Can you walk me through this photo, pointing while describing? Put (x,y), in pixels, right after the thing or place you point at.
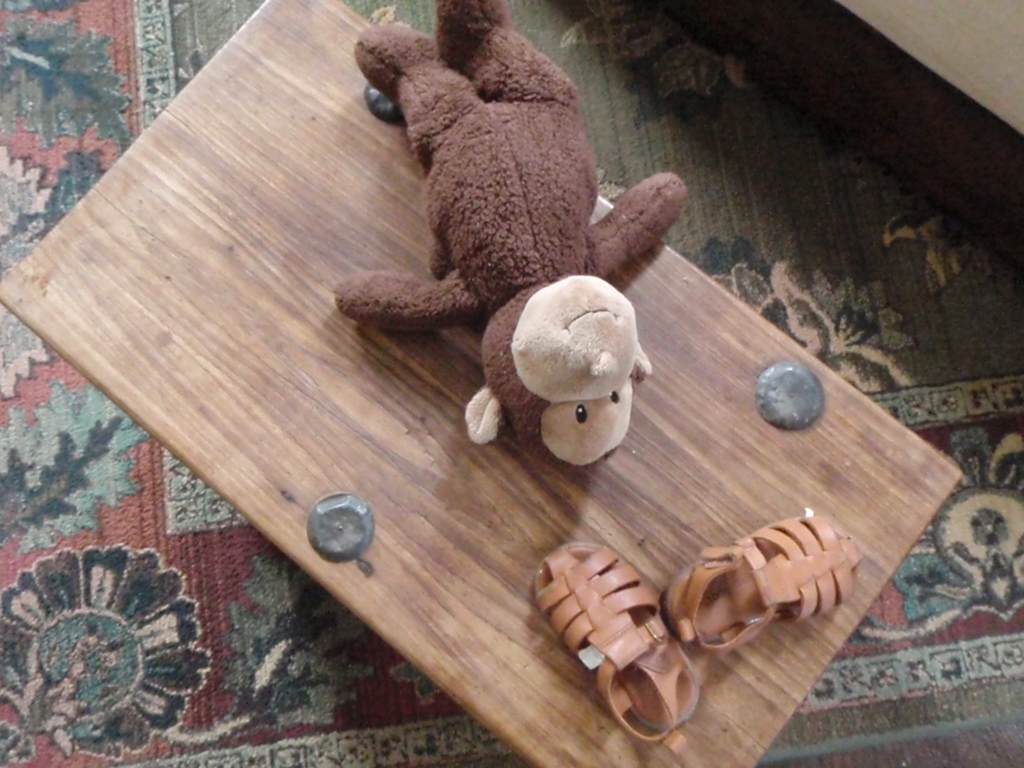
In this picture there is a toy (606,295) and there is a footwear (795,595) on the table (509,450). At the bottom (110,714) there is a floral mat (942,288).
